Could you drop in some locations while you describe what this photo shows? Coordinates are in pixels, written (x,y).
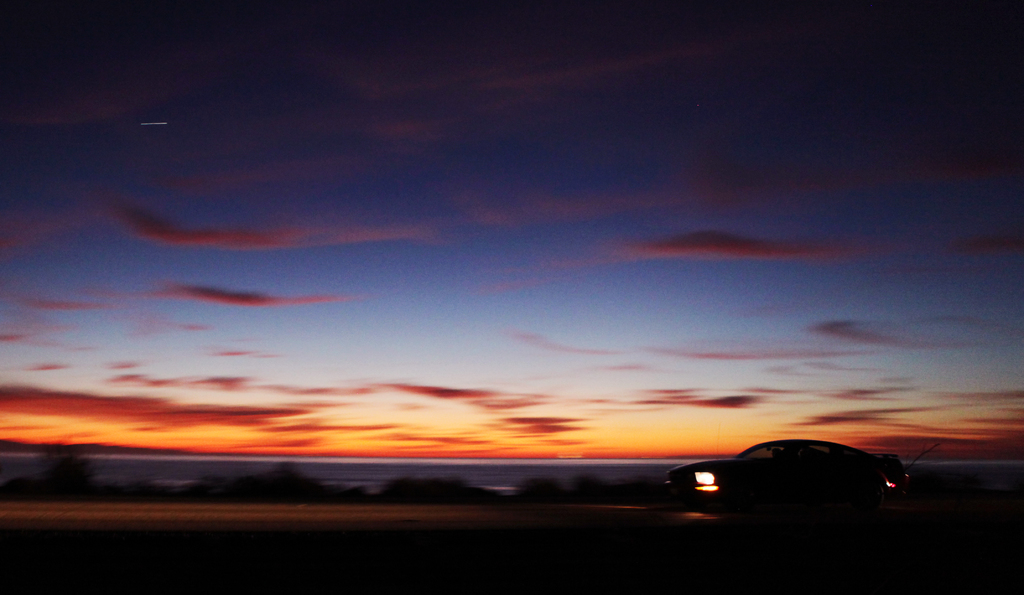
There is a car (834,488) on the road (932,517). In the background (330,403) we can see sky (818,316).
